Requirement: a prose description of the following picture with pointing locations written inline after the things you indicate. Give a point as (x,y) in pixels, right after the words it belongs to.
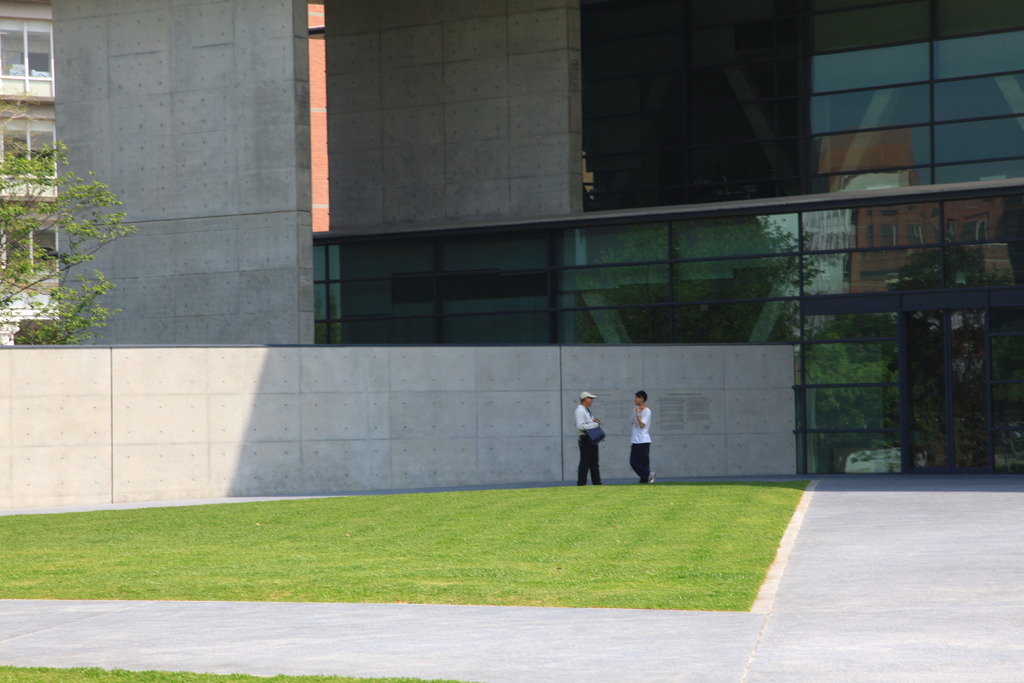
As we can see in the image on the ground (477,526) there is a grass (434,538) and people (585,433) are standing in and they are looking at each other and on the back (533,373) there is a wall (509,376) and behind the wall (439,380) there is a building (417,72) and beside the building (93,242) there is a tree (14,207) and beside the grass (384,566) there is a road (947,639).
